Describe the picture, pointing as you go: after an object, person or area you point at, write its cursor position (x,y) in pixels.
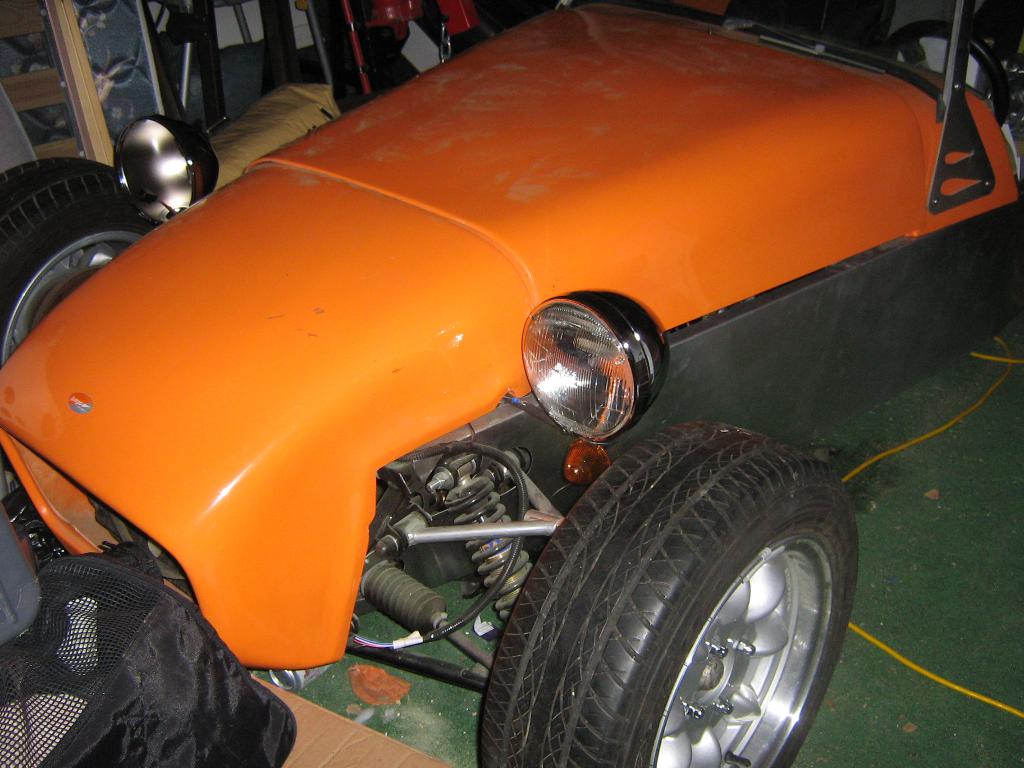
In this picture I can see open wheel car (695,377). I can see black color bag (158,673) on the left side (159,693).
